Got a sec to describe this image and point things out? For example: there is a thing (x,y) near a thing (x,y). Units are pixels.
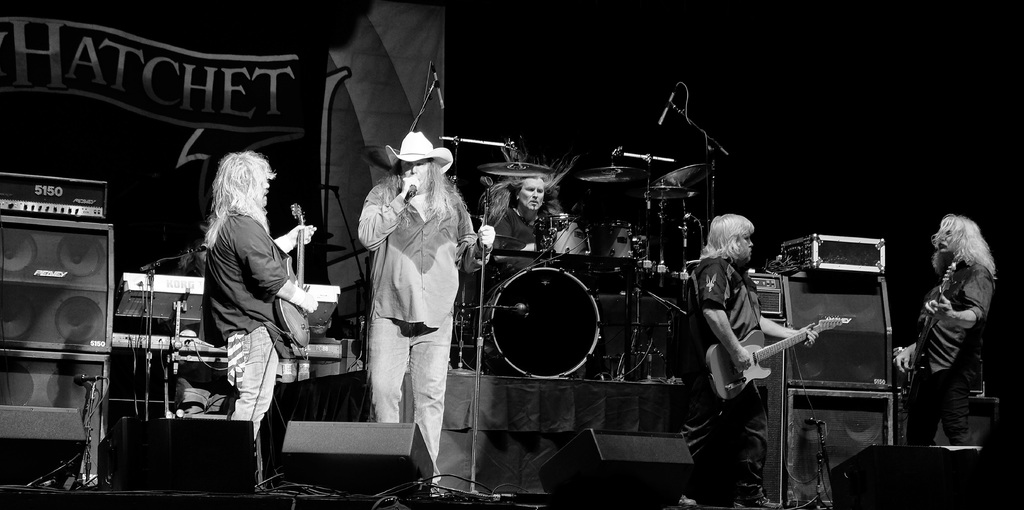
In this image I see 5 persons (930,374) and in which 3 of them are holding guitars (298,242), one of them is holding mic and In the background (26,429) I see the speakers (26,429), a man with drums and an equipment (758,302).
